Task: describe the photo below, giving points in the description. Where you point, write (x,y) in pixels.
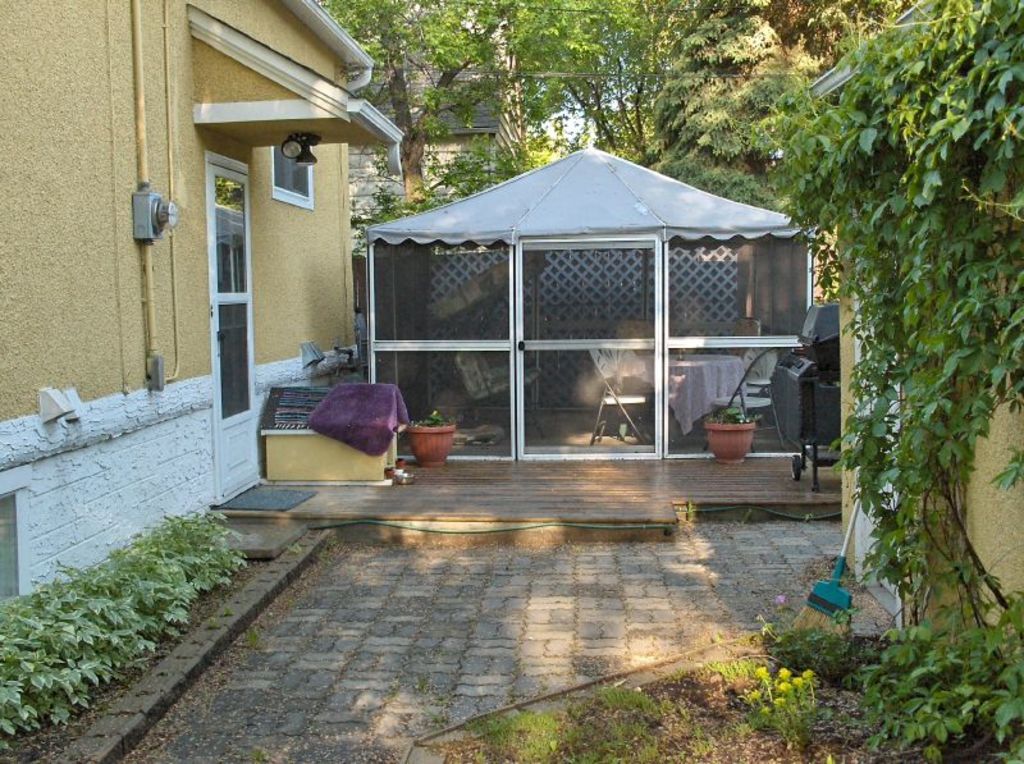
In this picture, we see a building (82,217) in yellow color. Beside that, there is a table (332,447) on which purple color blanket (347,428) is placed. Beside that, there are flower pots (747,436) and we see a tent house (581,270) in which we can see a table (727,381) and chairs (738,399). There are trees (431,115) and buildings (446,163) in the background (427,139). At the bottom of the picture (821,599), we see grass (621,752) and a broomstick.
